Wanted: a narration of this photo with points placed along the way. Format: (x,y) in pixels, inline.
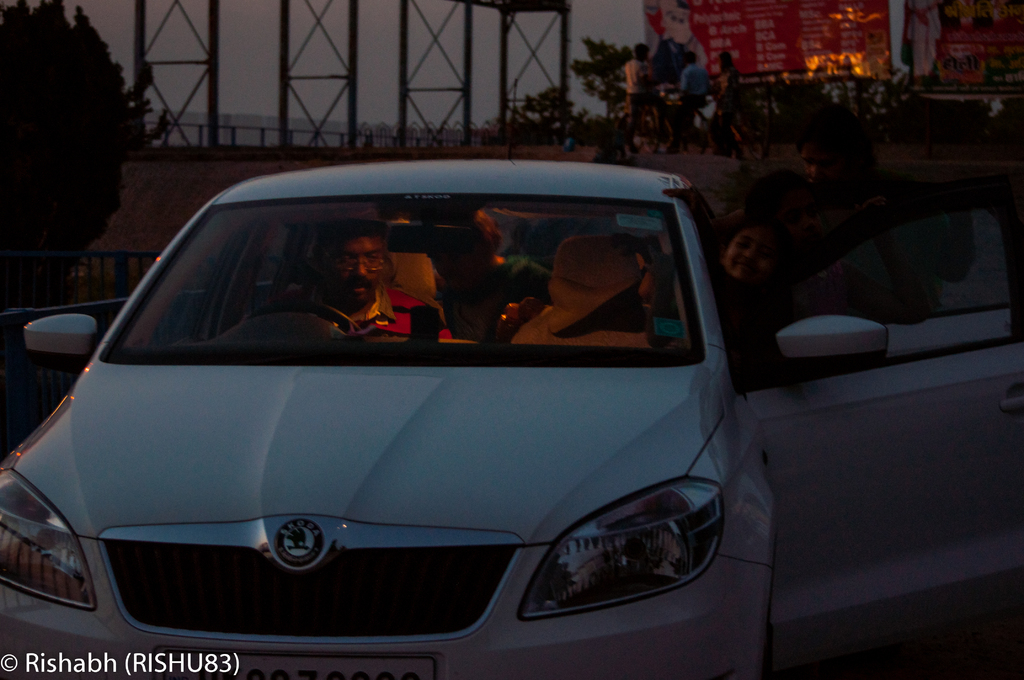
In this image I see a car (838,639) and there are few people (459,256) in the car (198,273). In the background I see few people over here and few plants (28,8).
